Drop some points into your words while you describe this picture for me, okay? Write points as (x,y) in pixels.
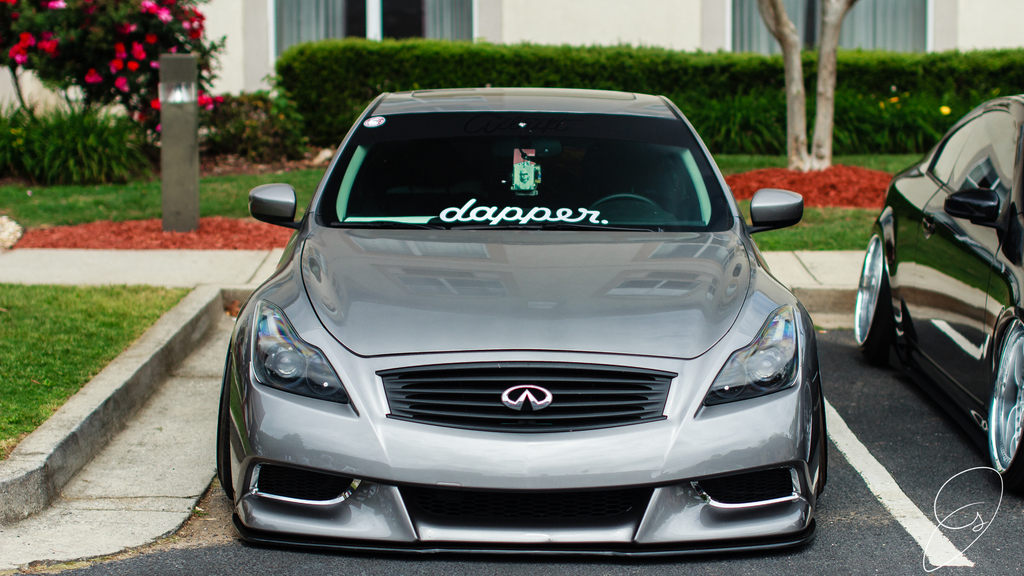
In this picture there is a car (523,288) in the center of the image (523,288) and there is another car (900,273) on the right side of the image (934,276) and there is greenery (32,4), flowers (193,31), and windows (360,12) in the background area of the image (717,67).
